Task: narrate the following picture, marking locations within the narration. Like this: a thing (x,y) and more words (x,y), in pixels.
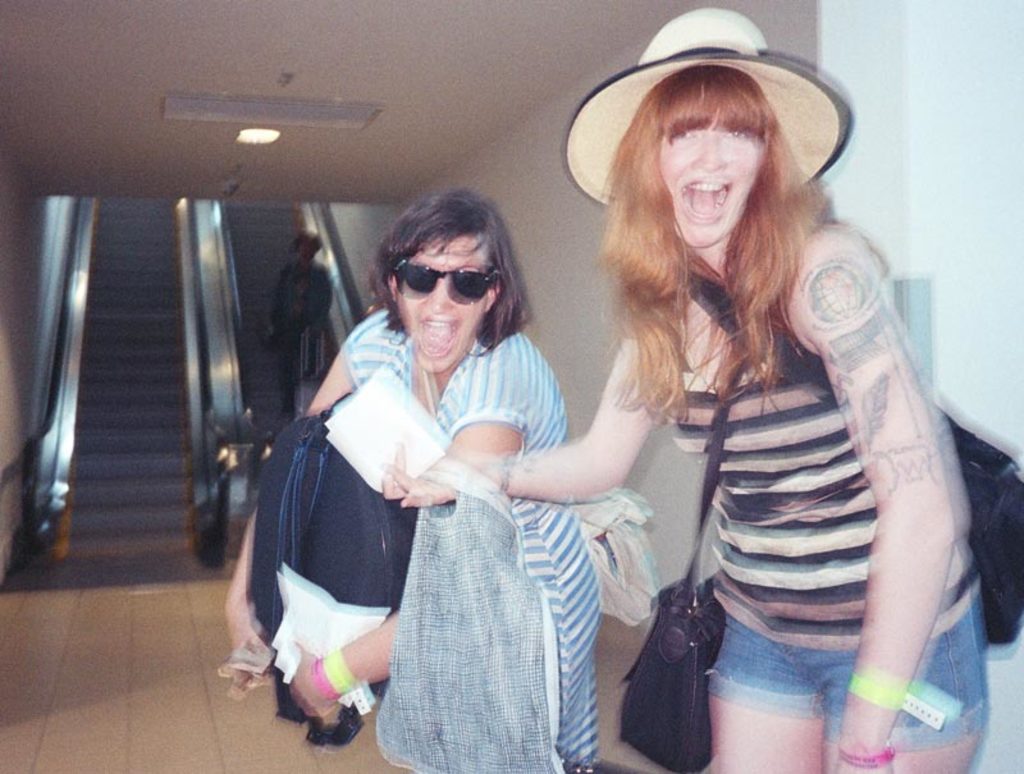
On the right side (801,204), there is a woman (789,179) wearing black color handbags (685,666), holding white color papers (426,432), a bag (517,714), laughing and standing near another woman (499,241) who is holding a bag (351,513), white color papers (355,611) and other objects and standing on the floor (79,716). In the background (154,528), there are two escalators (147,326). On one of the escalator (285,228), there is a person (319,316) standing and there is a light (251,135) attached to the roof (284,161).
